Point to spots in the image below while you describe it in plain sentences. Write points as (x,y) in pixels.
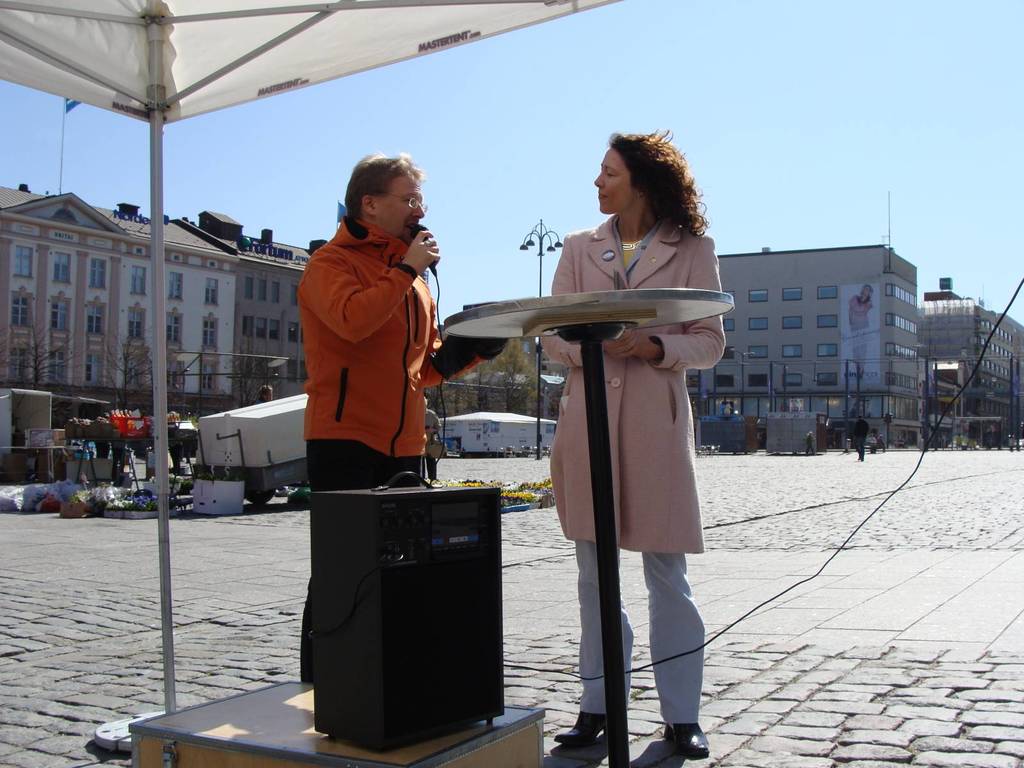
In this picture we can see a person (340,325) holding an object (431,268) in his hand (418,264). We can see a woman (641,409) standing on the path (702,695). There is a black object (361,496) visible on a wooden object (165,723). We can see a tent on top (304,11). There are a few boxes (76,506) and other things (54,482) on the left side (83,507). We can see a few trees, white object (499,436), people (437,422), poles (539,421) are visible in the background (482,421).
